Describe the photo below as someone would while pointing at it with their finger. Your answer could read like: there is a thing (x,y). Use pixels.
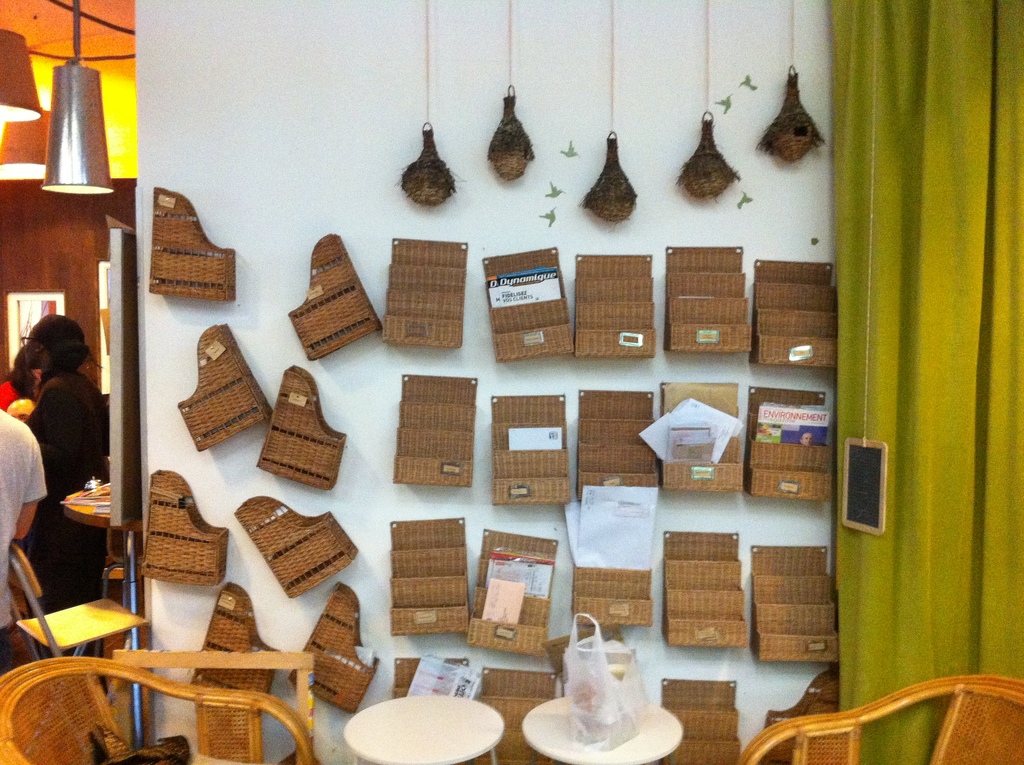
In this image, There are some chairs (951,745) in yellow color, There are two tables (646,748) of white color, In the background (929,430) there is a green color curtain (927,176) and in the middle (641,329). There is a wall (354,147) of white color and there are some brown color objects (516,314) are placed, In the left side (78,532) there are some people (57,448) standing.
